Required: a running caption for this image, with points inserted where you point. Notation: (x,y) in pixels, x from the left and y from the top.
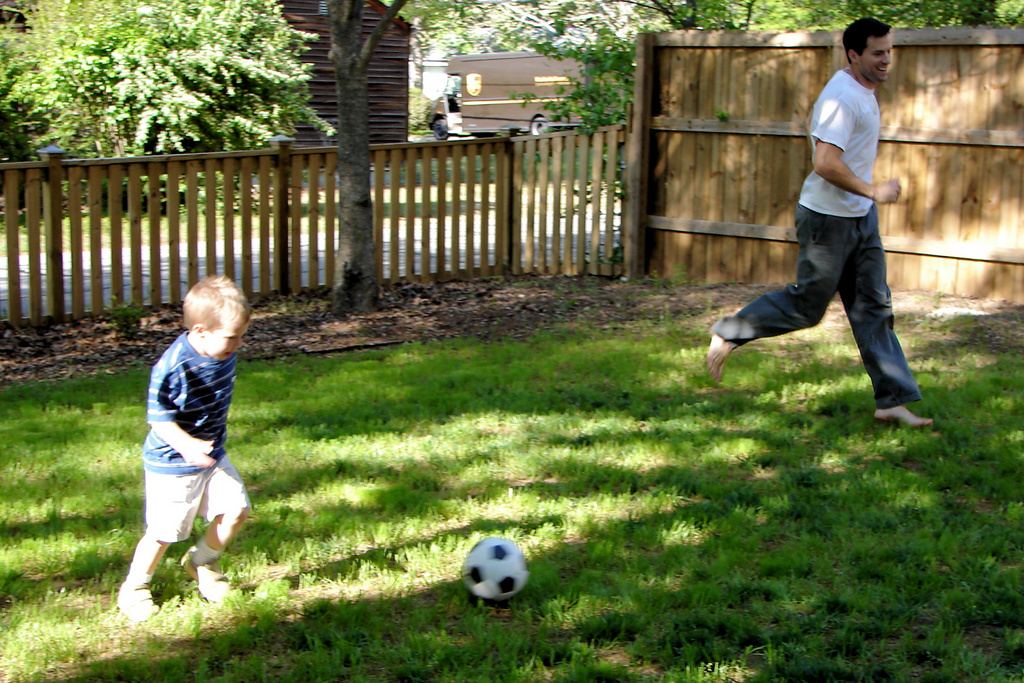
The boy (224,424) in blue T-shirt (226,376) and the man (886,353) in white T-shirt (854,136) is playing with the white ball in the garden (739,563). Behind them, we see a wooden fence (569,253) and behind that, we see a brown vehicle (505,116) moving on the road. There are trees (196,86) and a brown color building (315,88) in the background (394,77).
